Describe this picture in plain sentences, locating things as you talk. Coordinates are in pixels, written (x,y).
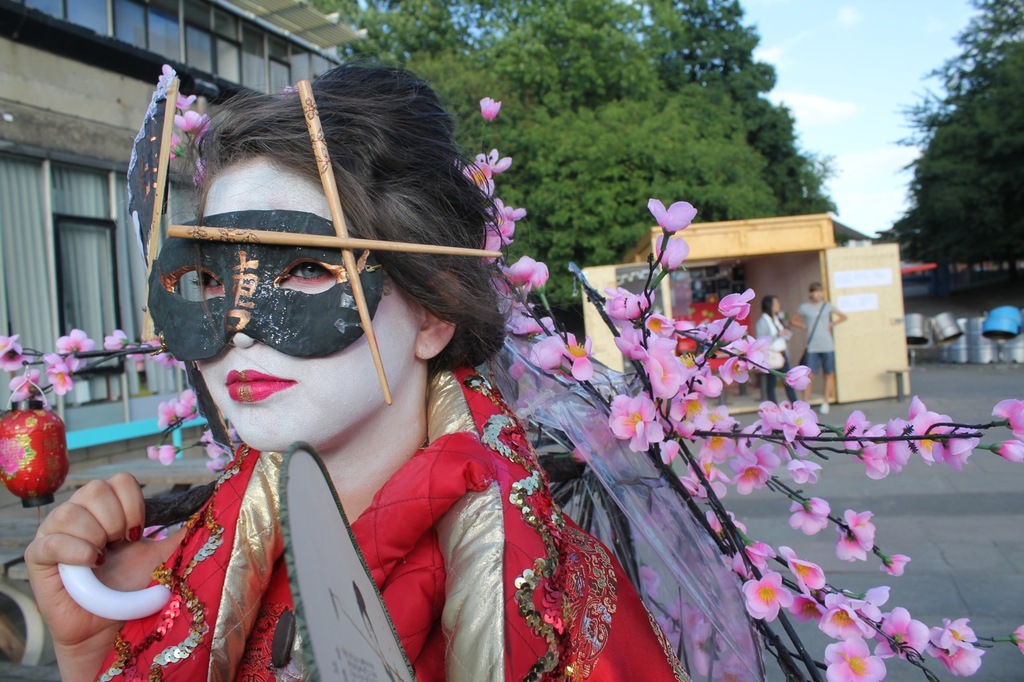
This is the picture of a person (488,533) in different costume (450,533) and has some mask (265,323) on the face (278,389) and behind there are some trees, houses (64,220), people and some other things (963,335) around.
